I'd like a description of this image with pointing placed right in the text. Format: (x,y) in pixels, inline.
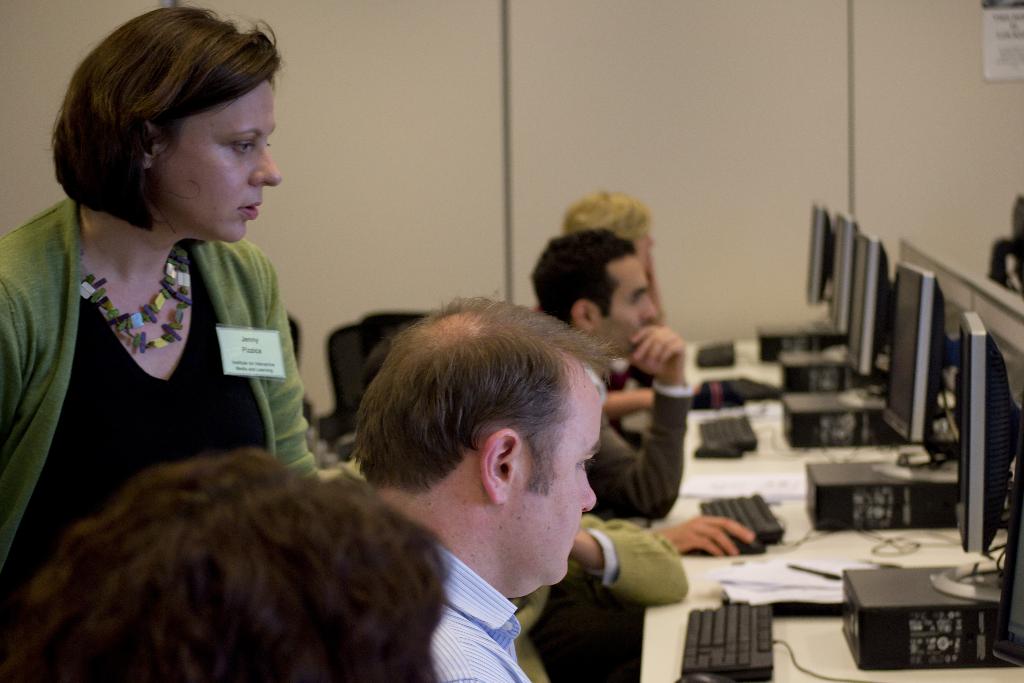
It is a computer lab (871,336) there are many computers (846,373) on the desk (901,538), some people (480,603) are sitting in front of it and working, a women (256,173) wearing green jacket (224,306) is helping the person (522,463) who is working with the first computer (884,648), in the background (562,115) there is a cream color wall (524,134).
